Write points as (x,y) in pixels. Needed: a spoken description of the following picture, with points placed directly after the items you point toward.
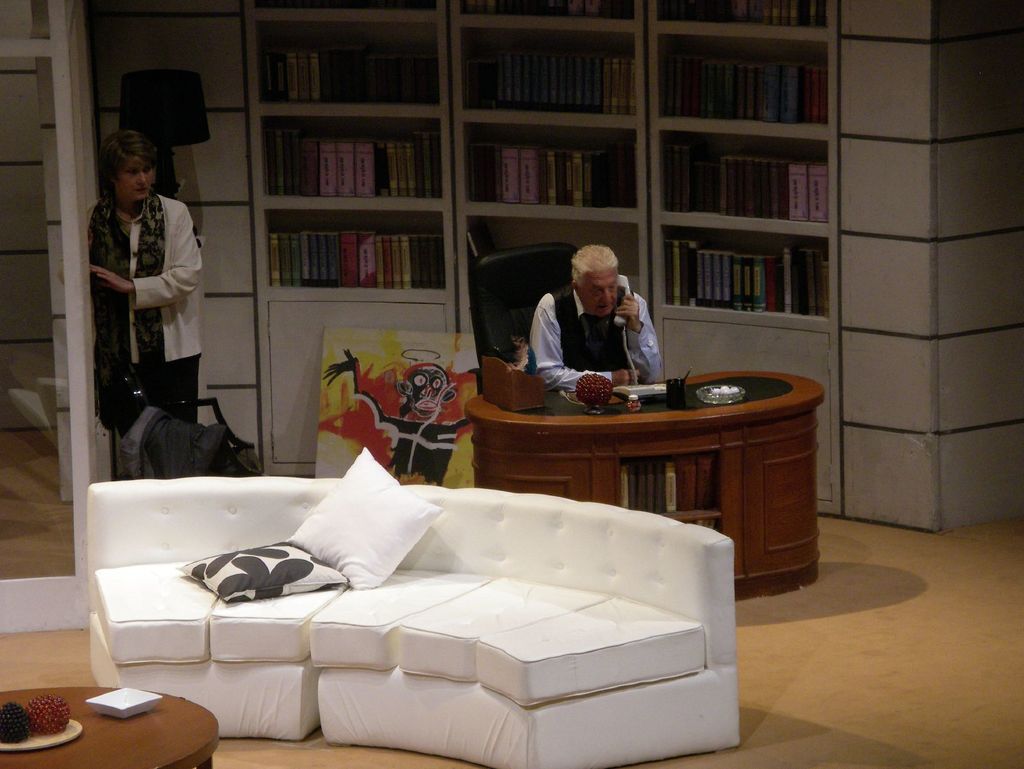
In the image we can see there are two people (604,329) in the room (669,341). The man (592,335) is sitting on a chair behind him there is a shelf (475,132) which is filled with books (306,168) and there is a white sofa (160,552) over here and there is a poster (441,382) at the back (382,435) on which there is a monster (404,408) drawn on it.
